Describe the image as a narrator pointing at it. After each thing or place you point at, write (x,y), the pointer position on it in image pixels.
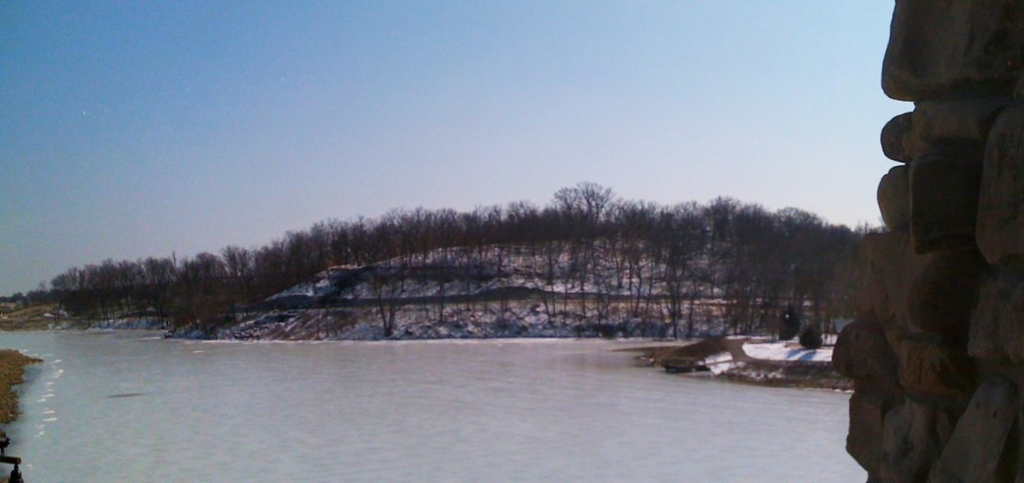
In the foreground of this image (955,352), on the right (981,419), it seems like a stone wall (943,327). In the background (436,368), there is water (371,382), trees (666,217) and the sky (362,65).
